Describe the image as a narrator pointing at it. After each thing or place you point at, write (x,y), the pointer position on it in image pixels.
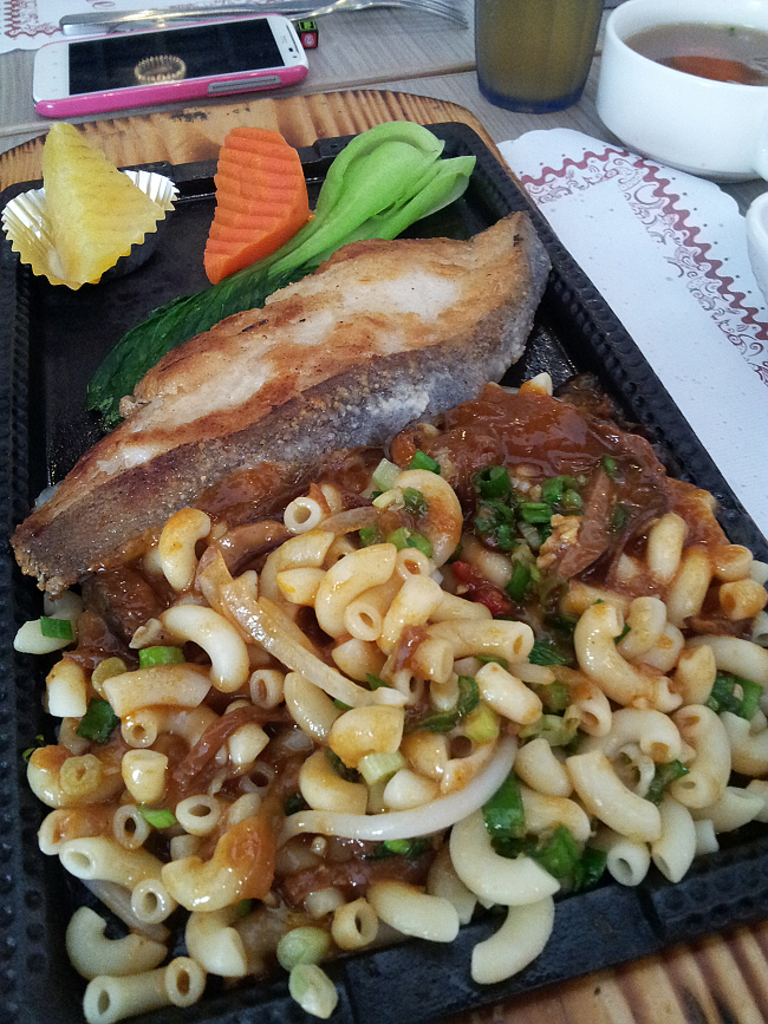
In this image we can see the table (392,38), on the table (357,52), we can see a tray (478,208) with some food items (250,405) and there is a bowl (695,131), fork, cell phone (231,56), glass (549,70), drink (550,67) and a few objects (716,344).
